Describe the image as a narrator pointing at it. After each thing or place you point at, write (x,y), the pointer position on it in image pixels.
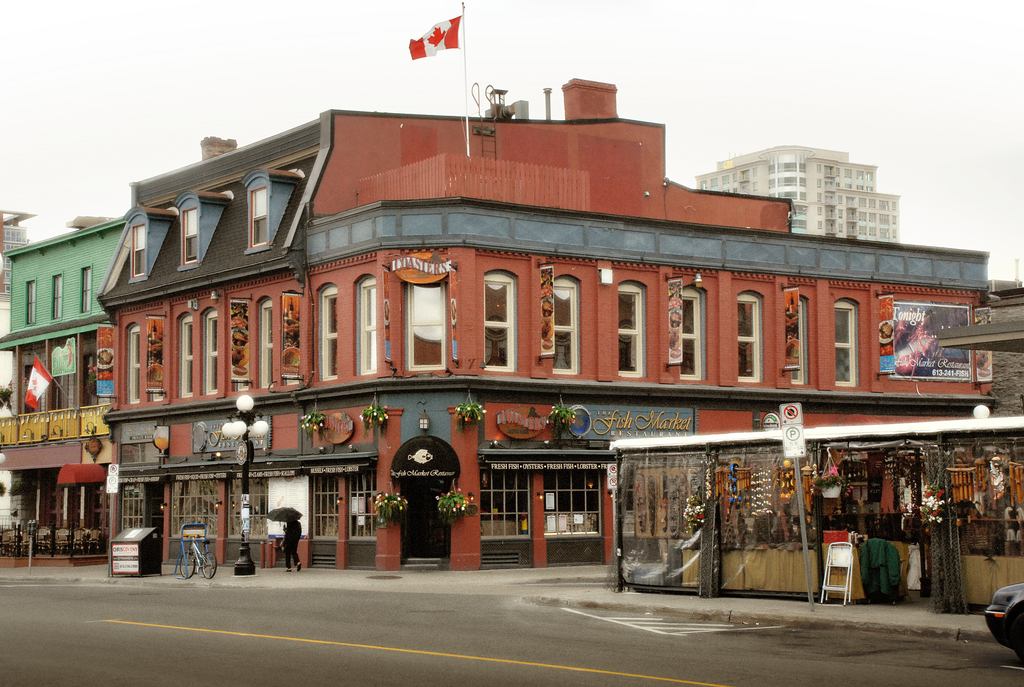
In this image I can see the road (964,646), a car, the sidewalk (748,599), a person (291,520) standing on the sidewalk (446,582), few boards (276,504), few poles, few plants (382,509) and few buildings (473,285). In the background (412,8) I can see the sky (269,100).
